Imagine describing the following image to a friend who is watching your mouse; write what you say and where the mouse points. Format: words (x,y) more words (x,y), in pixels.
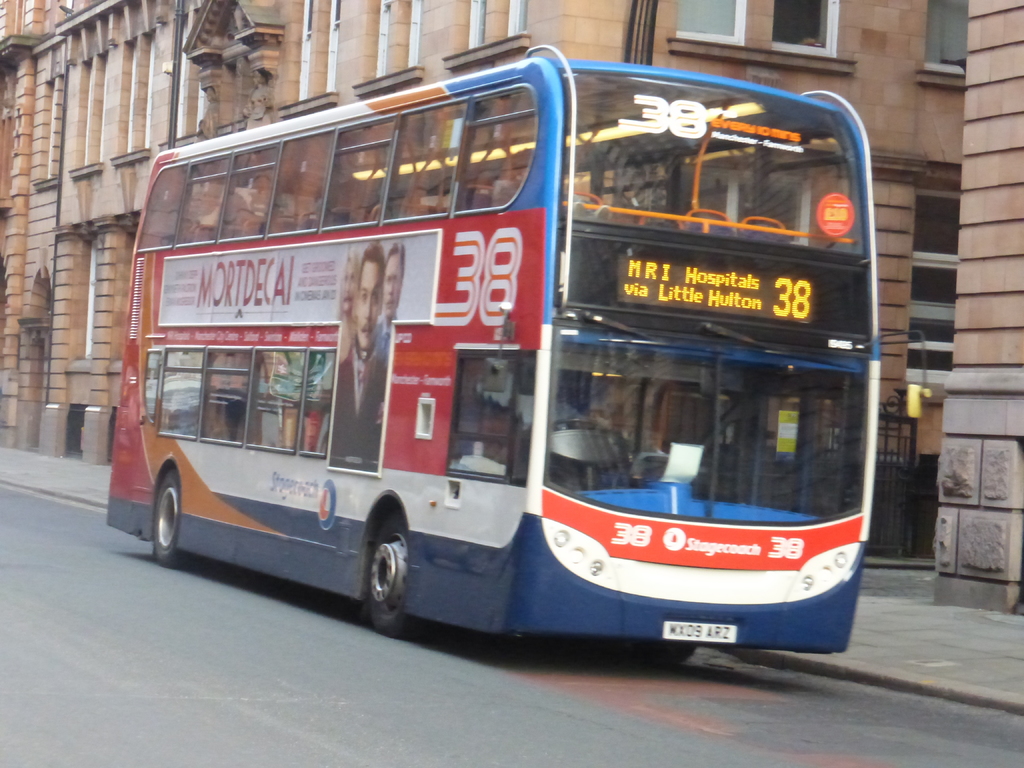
In this image we can see the bus (369,432) on the road (289,688). In the background (145,15) we can see the building (802,69) and also the gate (893,495).
